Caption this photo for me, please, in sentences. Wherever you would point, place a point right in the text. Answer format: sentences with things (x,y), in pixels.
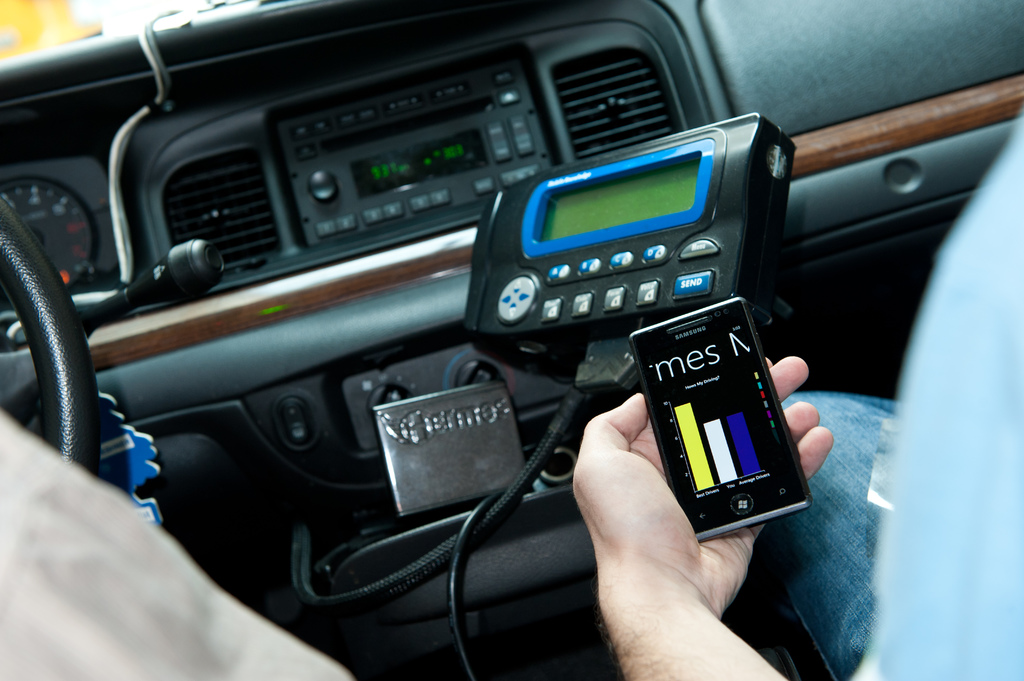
There is an inside view of a vehicle (600,138). There is a person hand (702,634) holding a mobile phone (760,432). There is a steering (72,356) on the left side of the image (64,342).
